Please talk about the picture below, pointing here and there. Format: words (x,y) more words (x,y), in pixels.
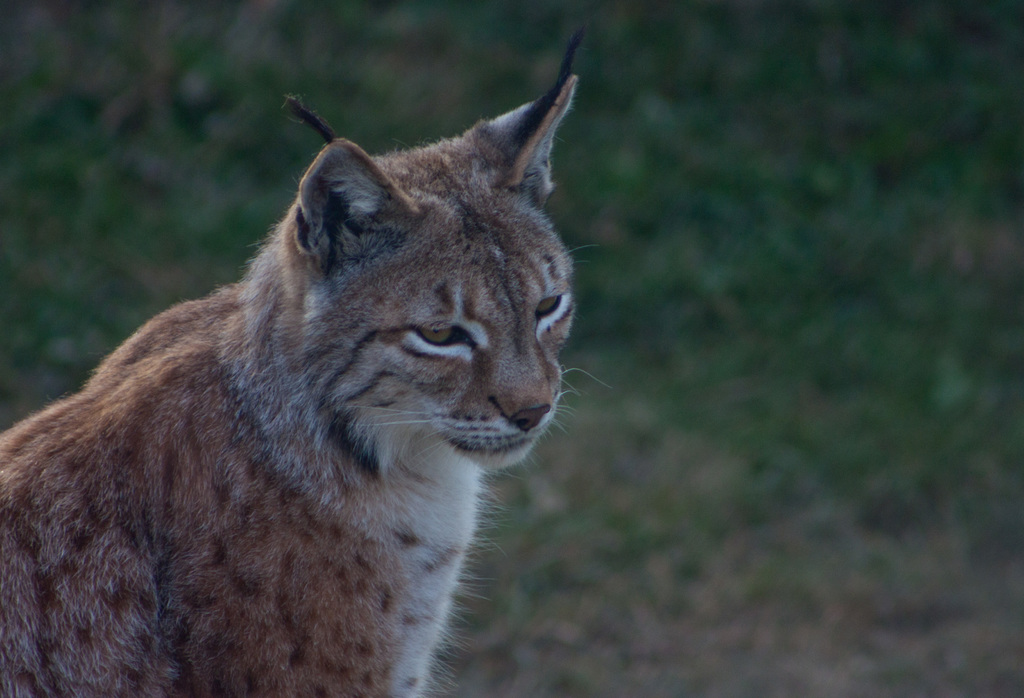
In this picture we can see a cat (445,465) here, at the bottom (535,467) there is grass (810,273).
